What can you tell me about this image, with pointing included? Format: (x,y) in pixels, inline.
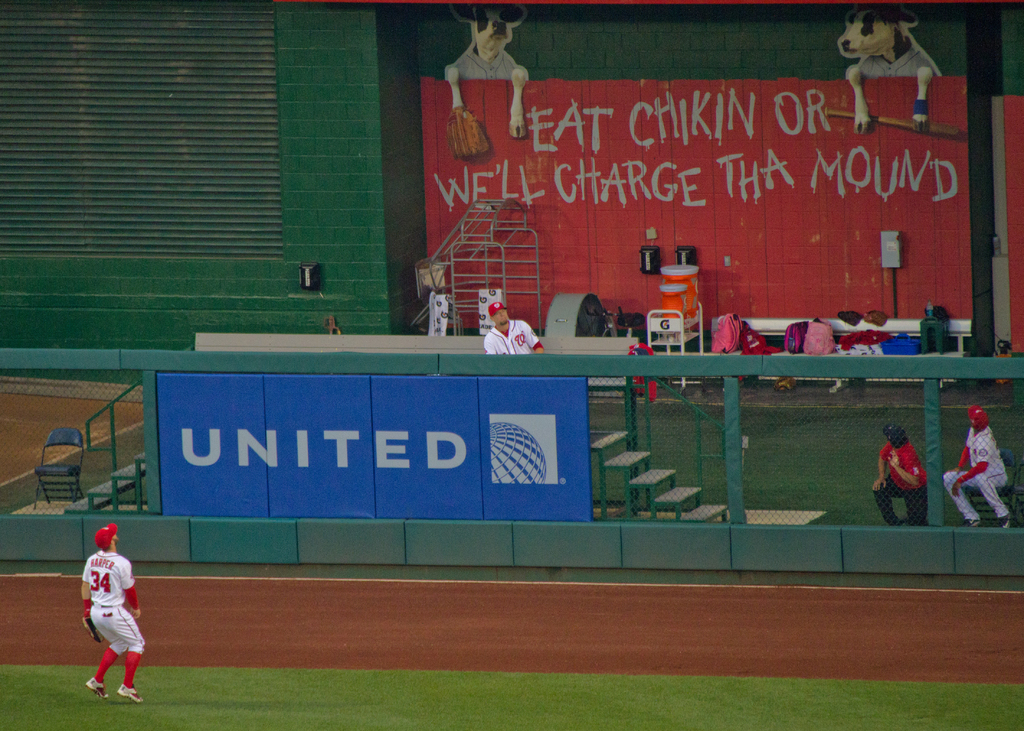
In the center of the image (442,363) we can see fencing (699,468), mesh (621,455), board (497,476), stairs (646,488), chair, table (683,335), bench (894,329), bags (810,338), board (621,302) and some persons (523,341) are there. At the top of the image (461,150) we can see wall (658,171), light (306,279) are there. At the bottom of the image (399,670) ground (440,647) is there. On the left side of the image (111,587) a man (111,594) is standing.
